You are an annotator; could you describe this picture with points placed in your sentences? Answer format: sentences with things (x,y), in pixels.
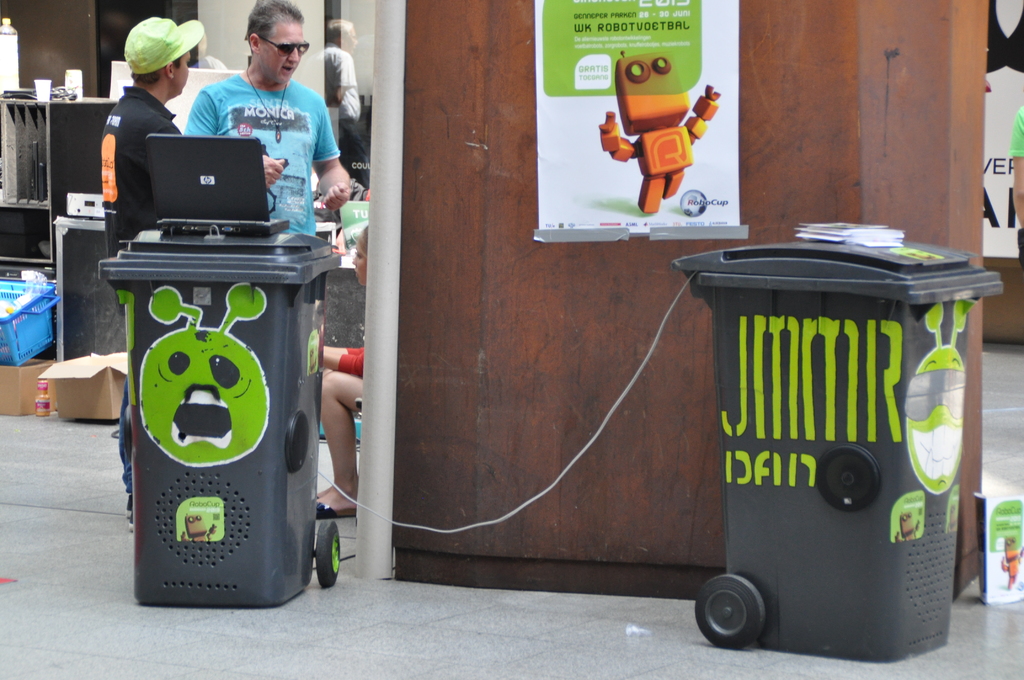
In this picture we can see group of people (246,91), a woman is seated, beside to them we can find dustbins (287,532), and a laptop (254,210) on the dustbin (224,252), in the background (62,408) we can see a basket (48,340) and a box (58,366).
